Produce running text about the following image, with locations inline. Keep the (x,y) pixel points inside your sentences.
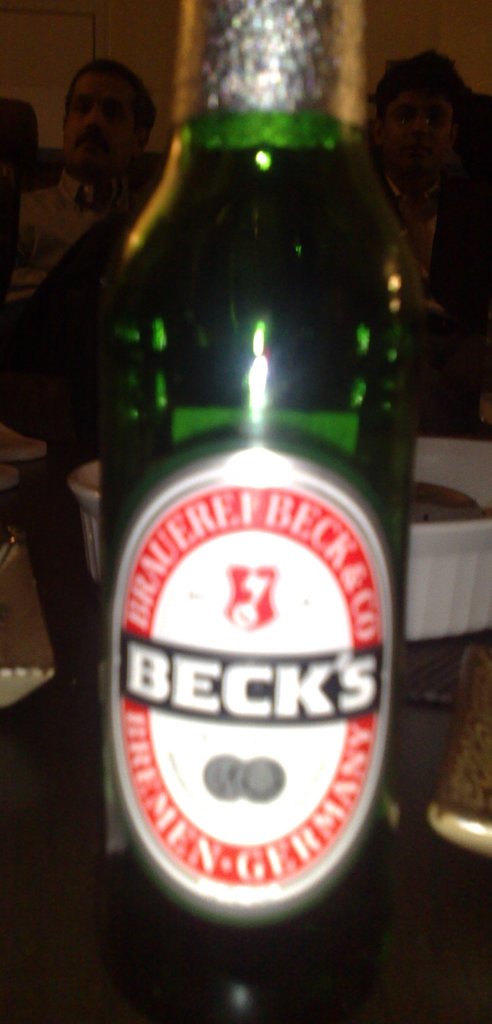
In this picture we can see a bottle (281,657) on the table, in the background (95,125) we can find couple of people (136,154).
